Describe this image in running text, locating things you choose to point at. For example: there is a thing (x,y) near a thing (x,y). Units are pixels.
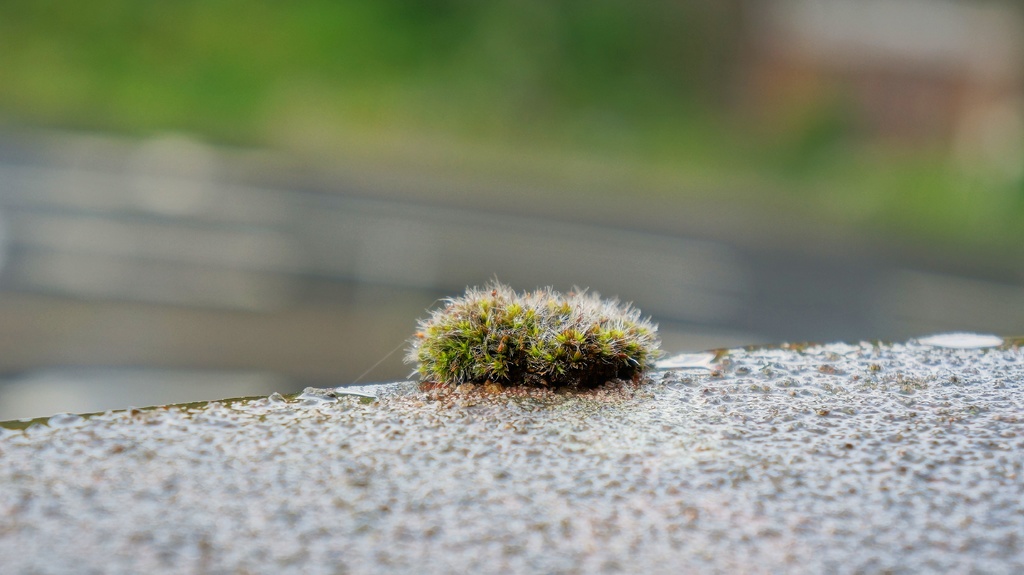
This image consists of moss (591,380) in the middle (485,340). It is in green color.
